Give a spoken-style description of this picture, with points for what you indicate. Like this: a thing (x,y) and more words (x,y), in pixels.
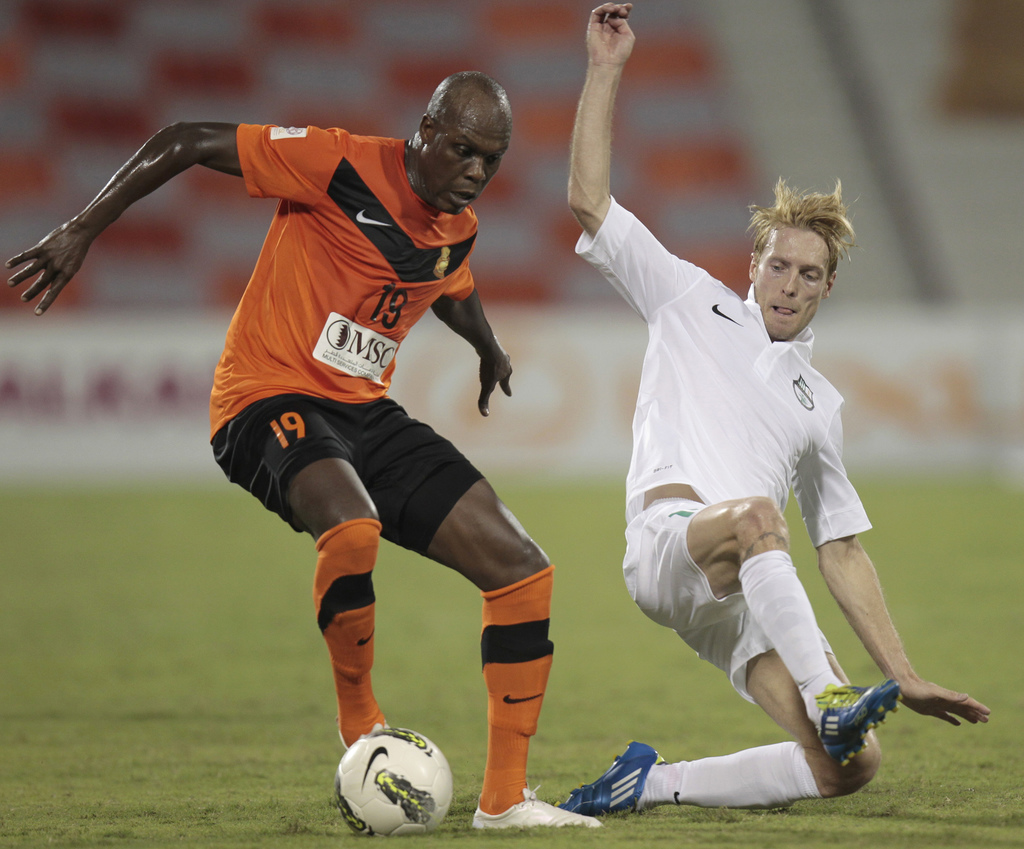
There are two persons (367,438) playing football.
